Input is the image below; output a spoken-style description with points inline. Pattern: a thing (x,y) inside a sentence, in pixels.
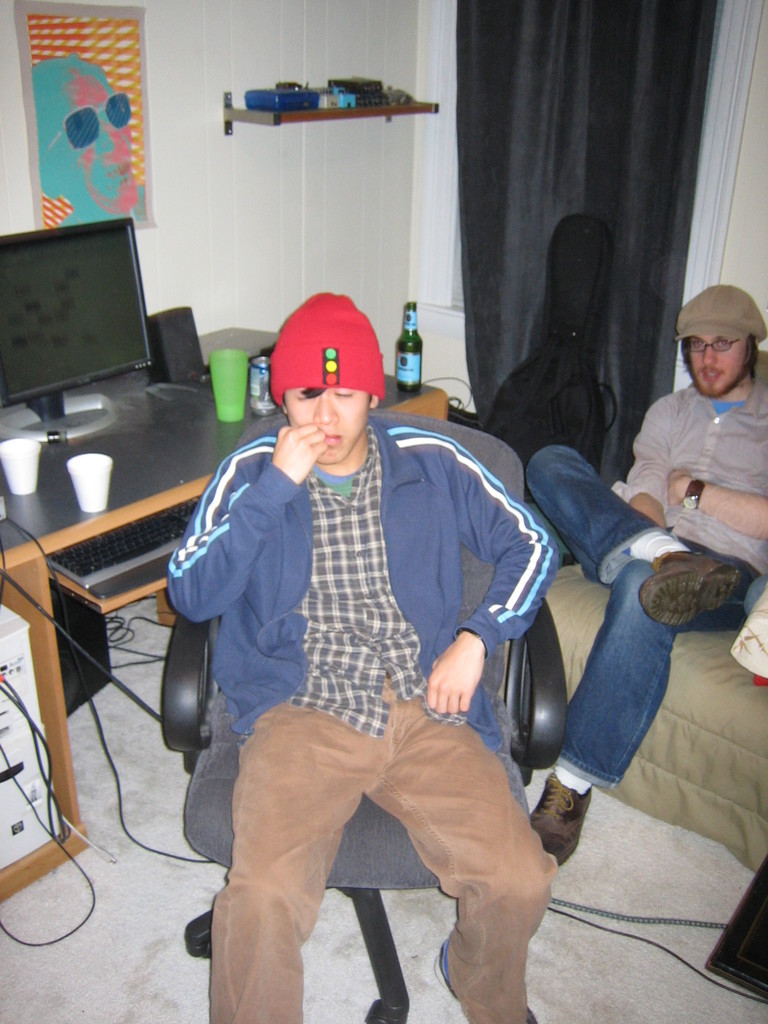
In this image i can see a person (281,667) wearing blue color jacket (451,569) sitting on the chair (464,562) at the left side of the chair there is a system (30,280), coffee glasses (27,489), bottle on top of the table (182,434) and at the right side of the image (613,572) there is a person (668,596) sitting on the couch (586,632) and at the background of the image (413,150) there is a black color curtain (485,199) and wall (378,164).
